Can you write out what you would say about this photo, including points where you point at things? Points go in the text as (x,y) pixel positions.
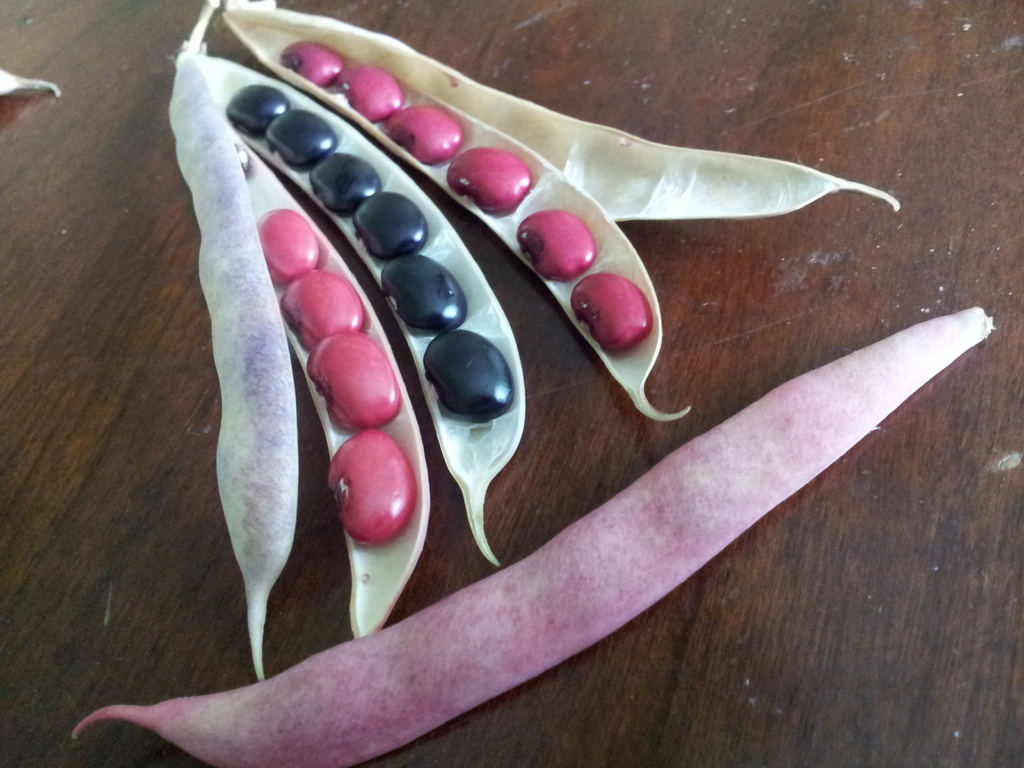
In this picture we can see peas (349,355).
